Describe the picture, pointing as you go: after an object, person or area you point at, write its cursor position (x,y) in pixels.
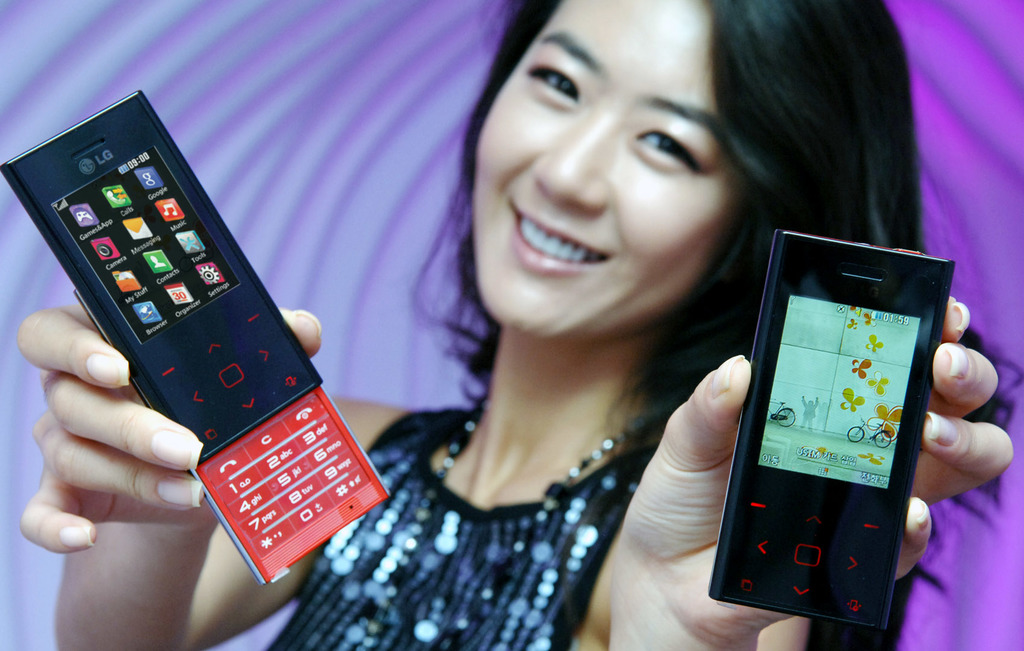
In this image we can see a woman (392,485) holding the cell phones (340,529).
